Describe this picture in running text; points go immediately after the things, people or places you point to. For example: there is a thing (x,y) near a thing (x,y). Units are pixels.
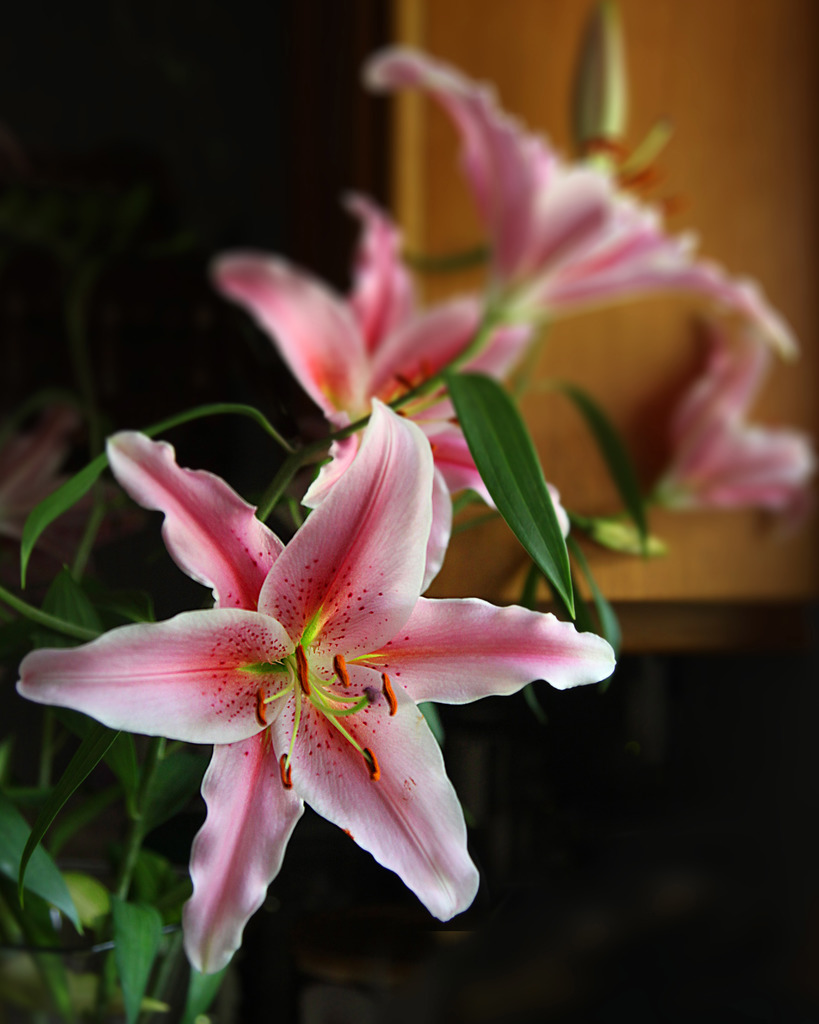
In this picture I can observe pink and white color flowers (360,559) to the plants (455,263). The background (334,146) is blurred.
